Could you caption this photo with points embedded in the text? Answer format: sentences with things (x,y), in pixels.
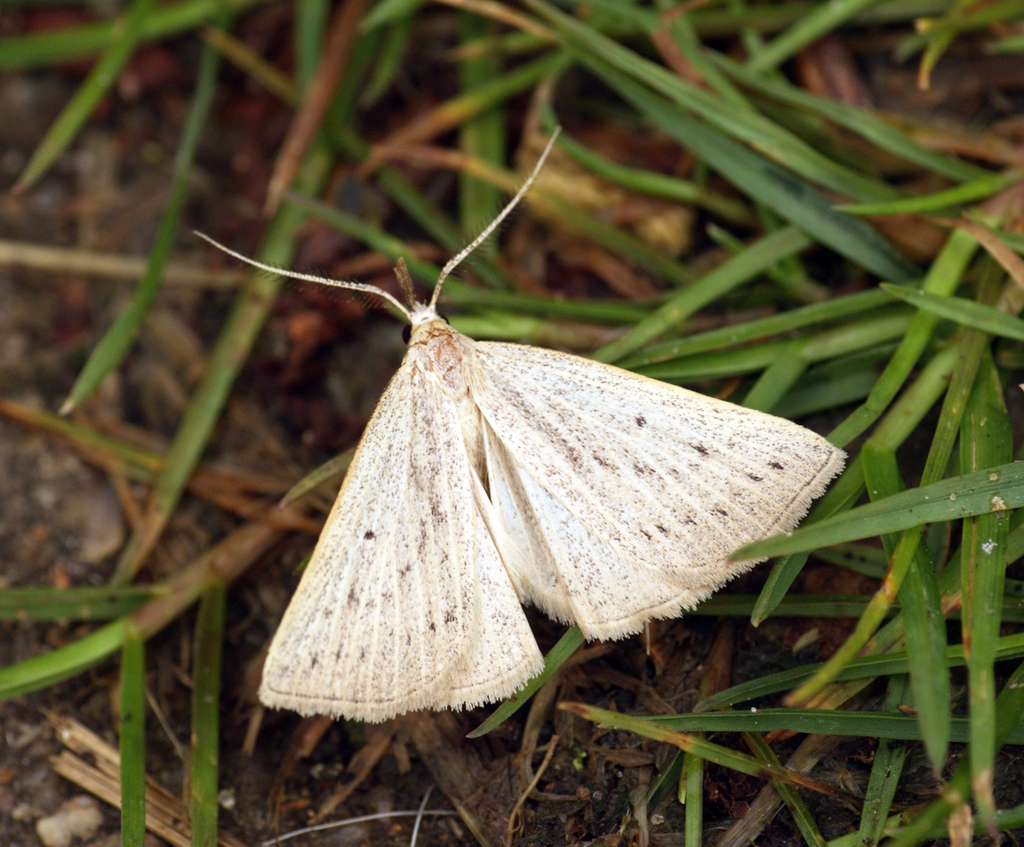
In this image we can see a insect (518,494) on the grass (142,767). At the bottom of the image (412,807) there is soil (370,824).
